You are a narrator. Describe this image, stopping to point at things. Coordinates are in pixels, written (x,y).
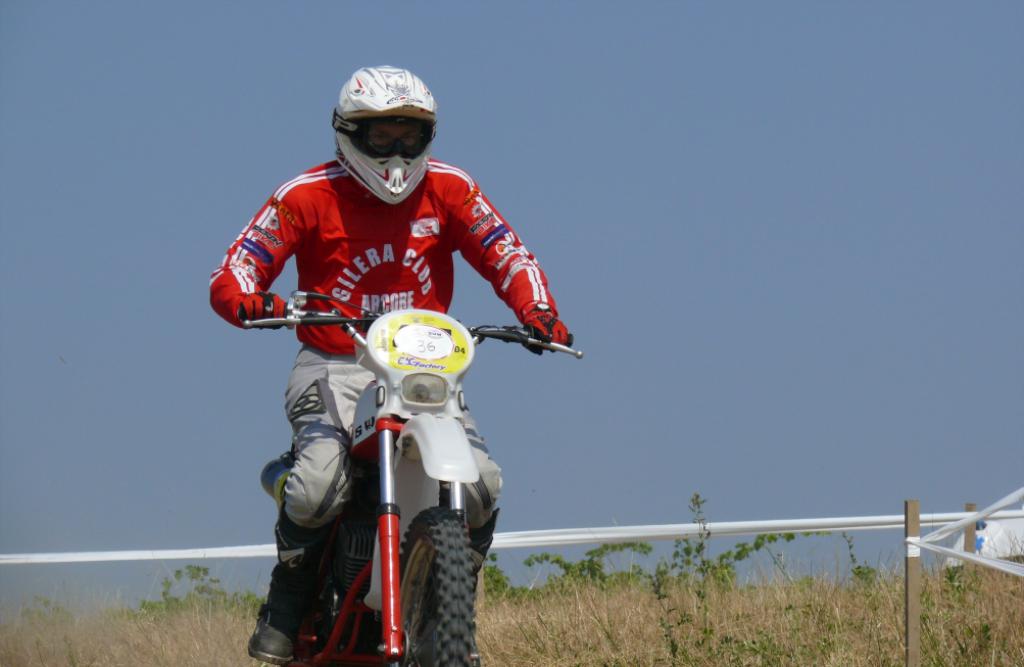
There is a person (423,239) in red color coat (438,255), sitting on a bike (359,434) and riding it. In the background (794,525), there is white color thread (608,531), which is attached to the wooden pole (906,522). In the background (816,612), there are dry plants (587,609) and there is blue sky (778,196).
